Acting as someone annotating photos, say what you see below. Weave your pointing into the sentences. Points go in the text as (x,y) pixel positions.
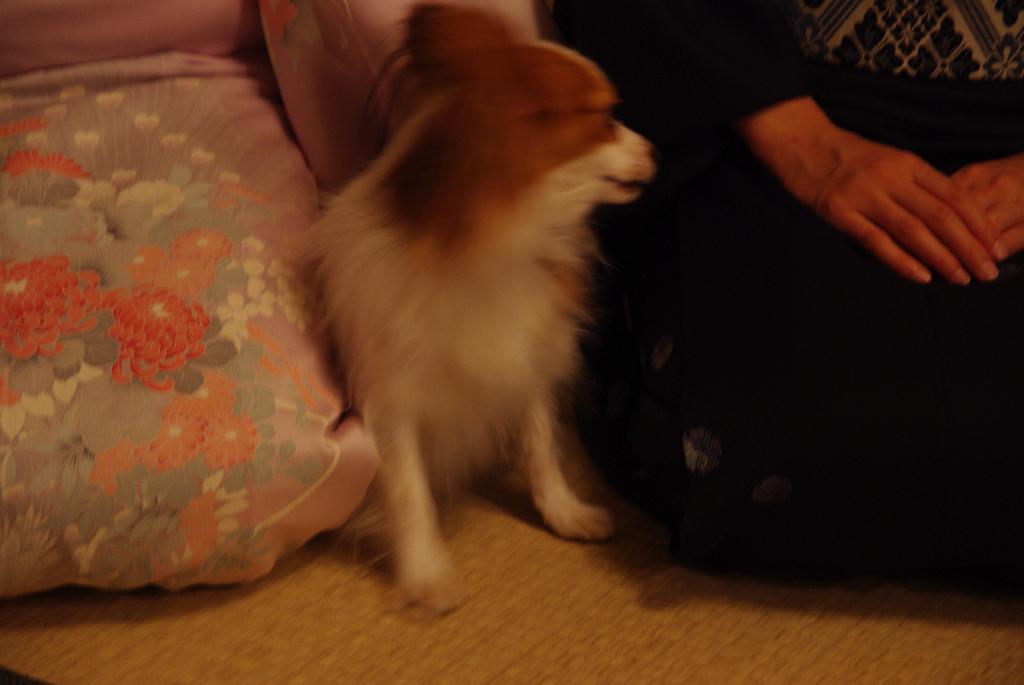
In the middle (462,347) it is a dog (482,323) which is in white and brown color. On the right side (808,109) there are human hands (923,208).
